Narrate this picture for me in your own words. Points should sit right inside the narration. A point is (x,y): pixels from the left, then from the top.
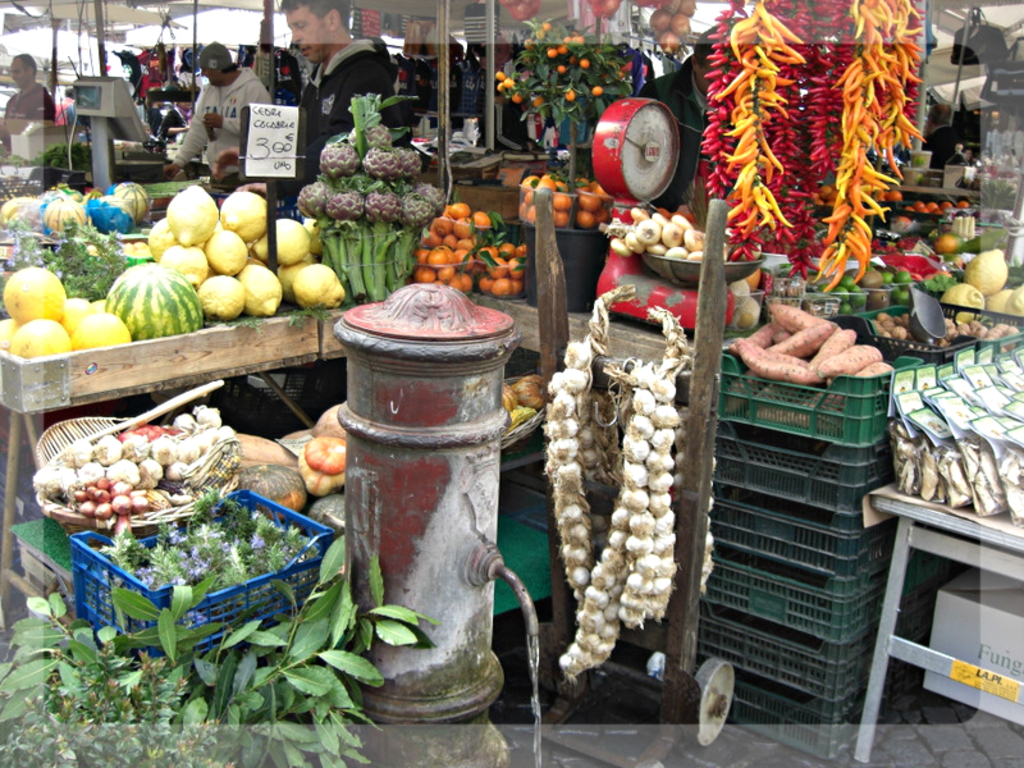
Picture of a vegetable market (616,667). In this image we can see vegetables (346,217), fruits (202,296), price tags (256,139), weighing machine (110,82), hydrant (463,296), baskets (888,393), people (691,181), rods (271,96) and things (943,177).
